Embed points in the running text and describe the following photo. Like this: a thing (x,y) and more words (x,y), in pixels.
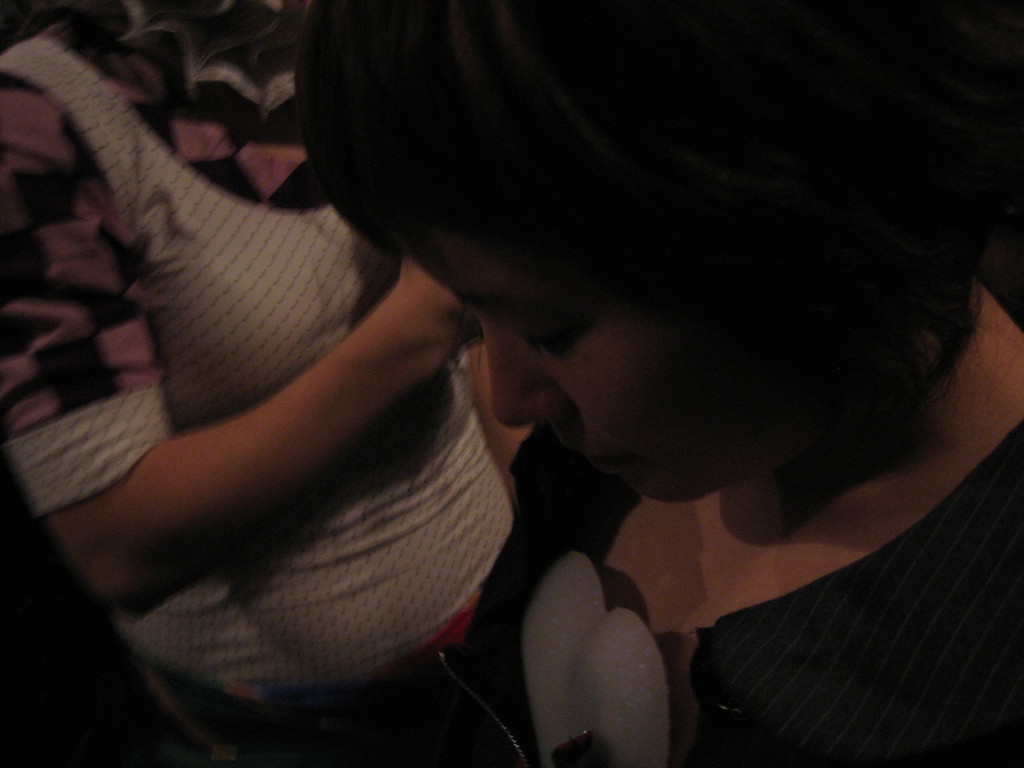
In this image in the foreground (623,471) there is one woman (659,506), and in the background (318,414) there is another person (220,451) who is standing.
